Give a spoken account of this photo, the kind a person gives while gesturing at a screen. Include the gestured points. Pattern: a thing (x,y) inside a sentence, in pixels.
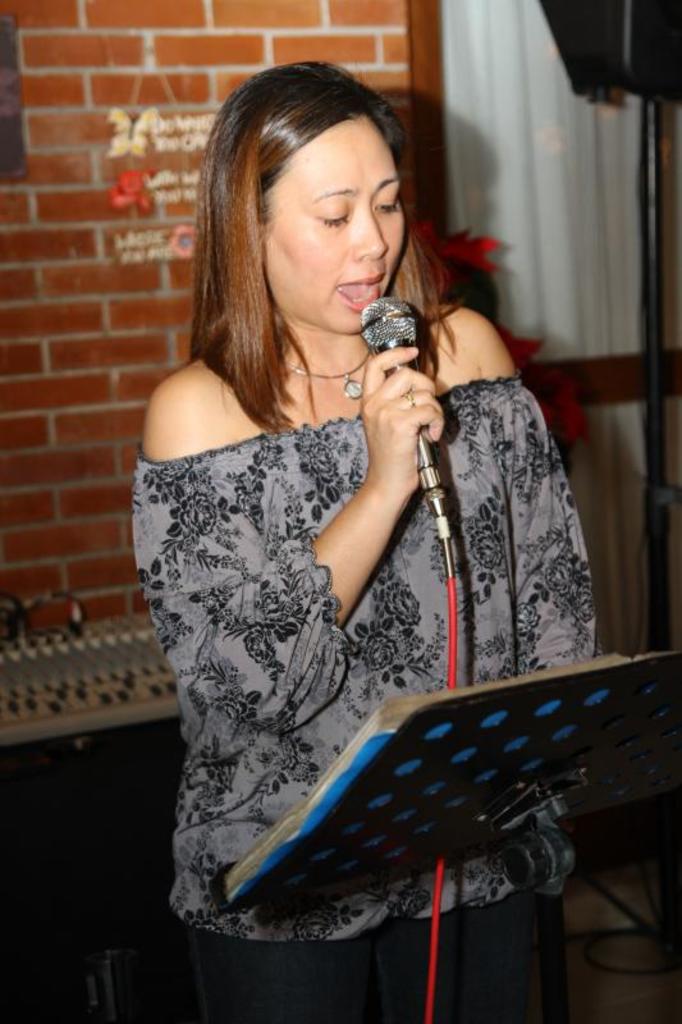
In this image a woman (248,382) standing and singing holding a micro phone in front of a women (428,597) there is a stand (449,714) a book (392,736) on it at the back ground (101,205) i can see a brick wall (193,183) and a curtain (482,167).
